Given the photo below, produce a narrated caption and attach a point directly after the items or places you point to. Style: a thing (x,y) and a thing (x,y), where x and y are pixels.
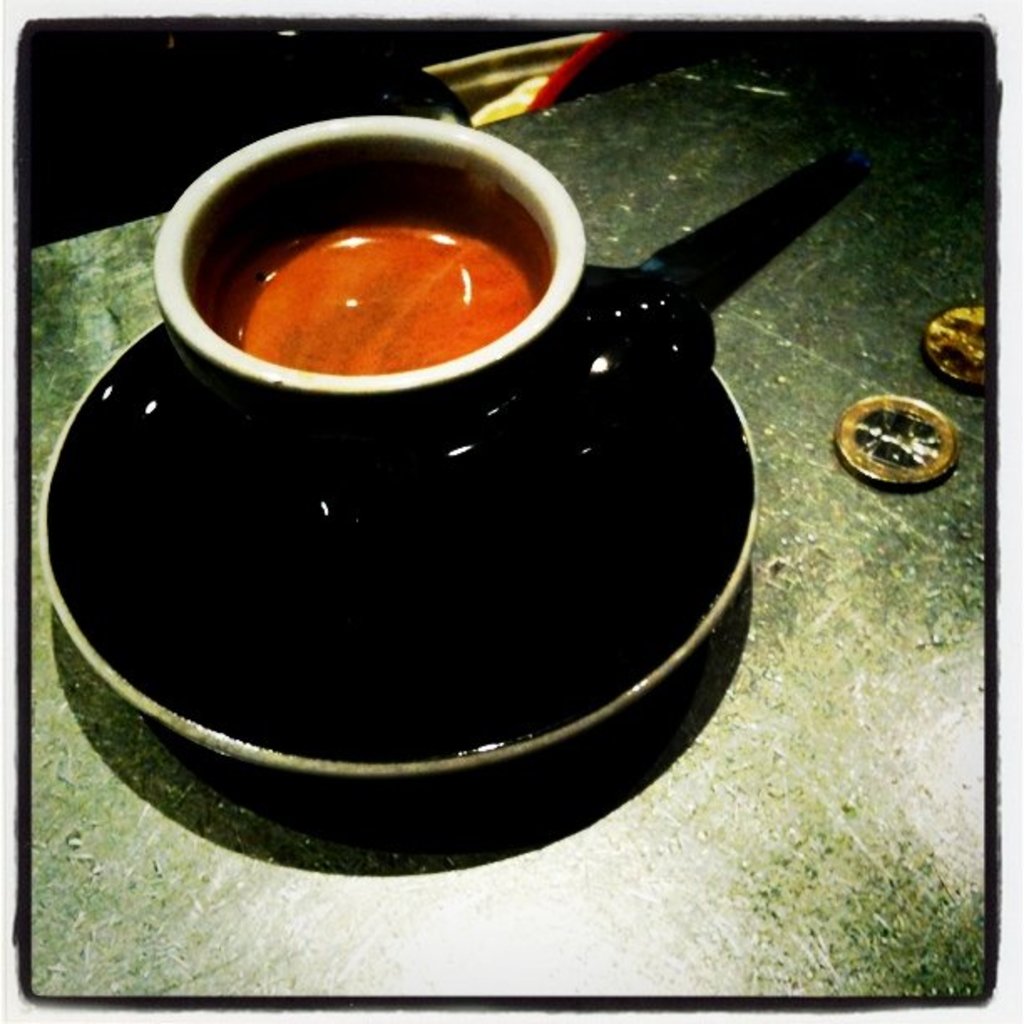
In this image we can see a cup (568,330) in a saucer (516,566) which is placed on the surface (138,892). We can also see some coins (877,477) beside them.
